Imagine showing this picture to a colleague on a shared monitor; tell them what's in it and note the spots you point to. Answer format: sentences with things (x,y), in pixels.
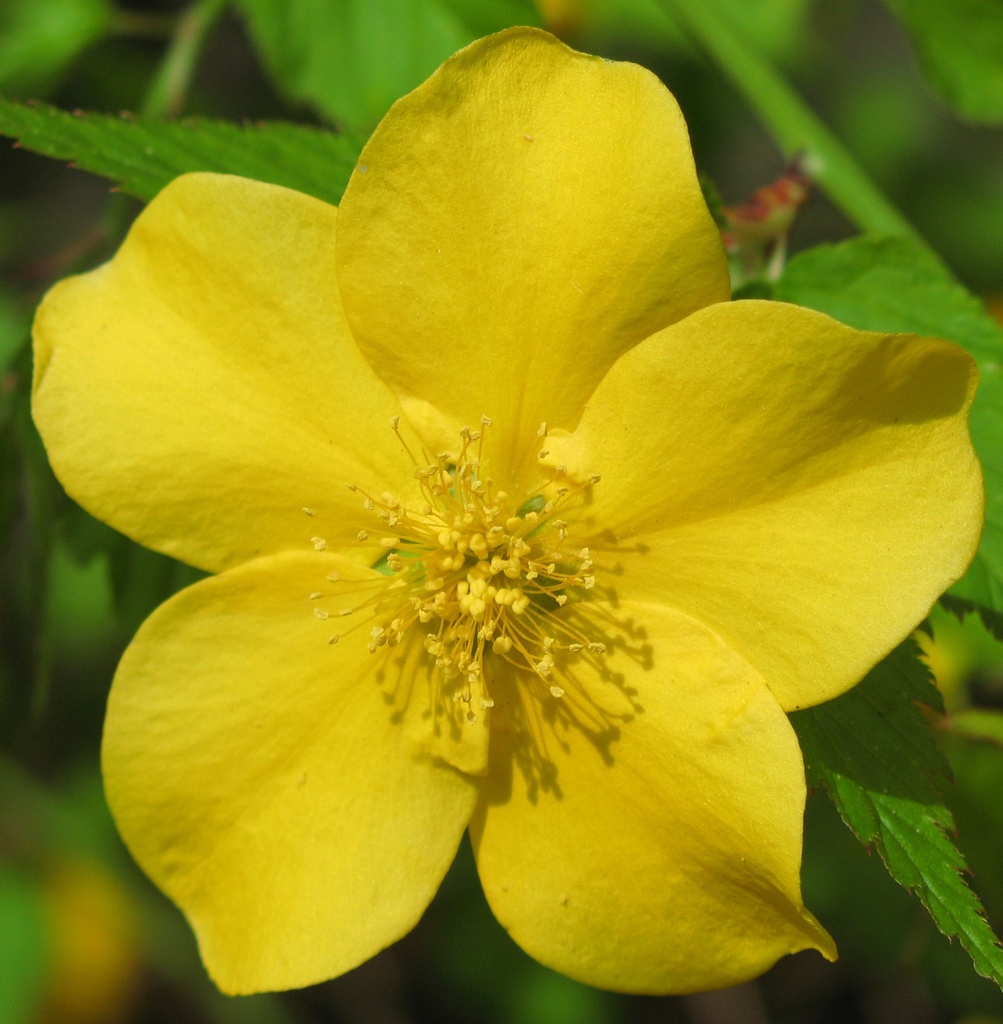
In the image we can see there is a yellow colour flower (457,508) on the plant (706,408) and background of the image (775,28) is blurred.
